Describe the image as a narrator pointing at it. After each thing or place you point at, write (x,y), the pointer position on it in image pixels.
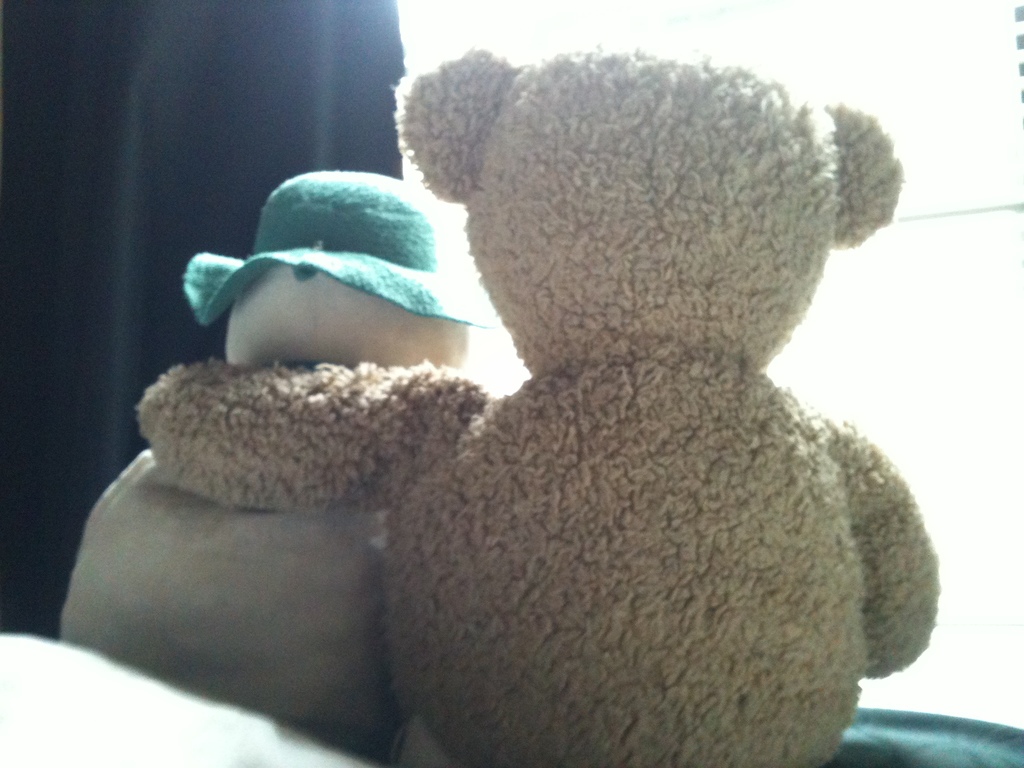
In this image I can see two dolls (296,532), they are in cream, white and green color. In the background (200,143) I can see the curtain (187,91).
